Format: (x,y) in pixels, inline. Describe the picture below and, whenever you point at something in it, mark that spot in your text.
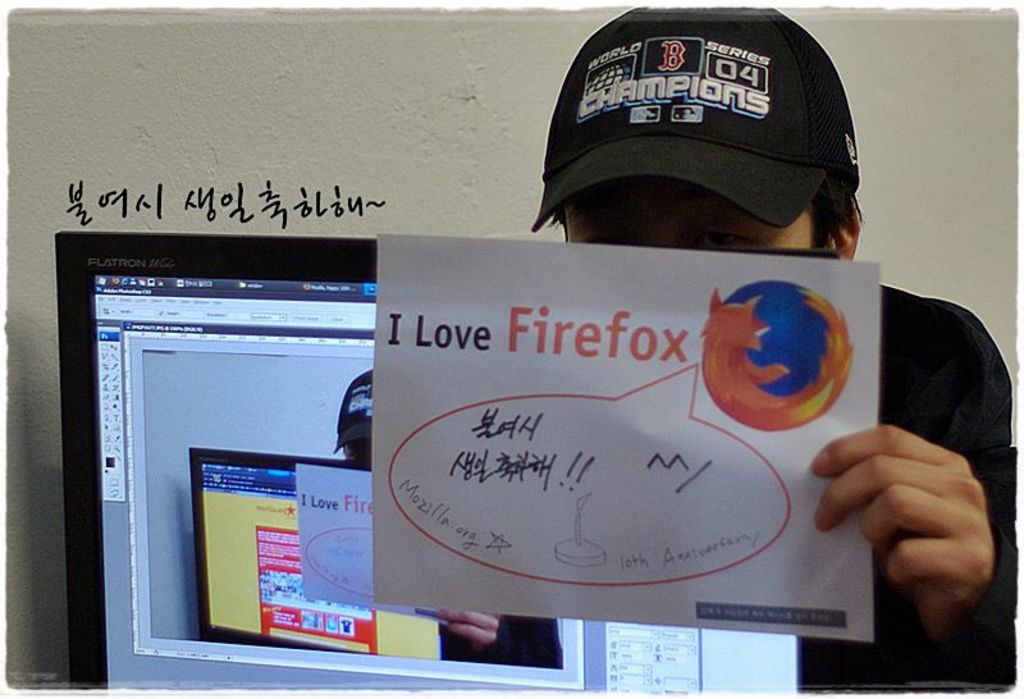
In this image there is a person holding a paper (656,387) with some text (665,357), beside him there is a monitor (247,559). In the background (260,223) there is a wall (189,183). On the wall (168,192) there is some text (222,200).
